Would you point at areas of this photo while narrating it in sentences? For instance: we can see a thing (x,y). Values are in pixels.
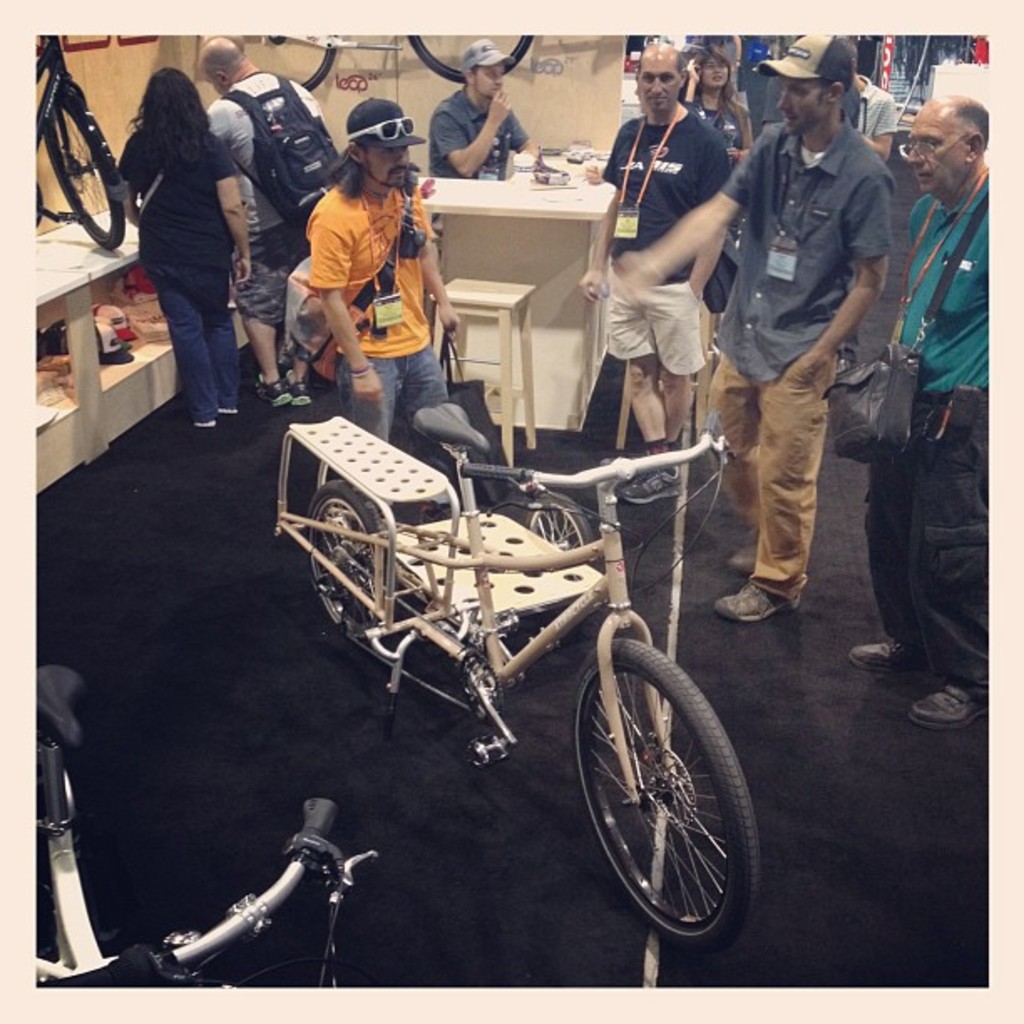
In this image I can see group of people (675,285) standing. In front (595,590) I can see a bi-cycle (596,555) in white color, background (588,242) I can see few objects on the table (605,201) and the table (546,206) is in white color and I can also see few banners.
